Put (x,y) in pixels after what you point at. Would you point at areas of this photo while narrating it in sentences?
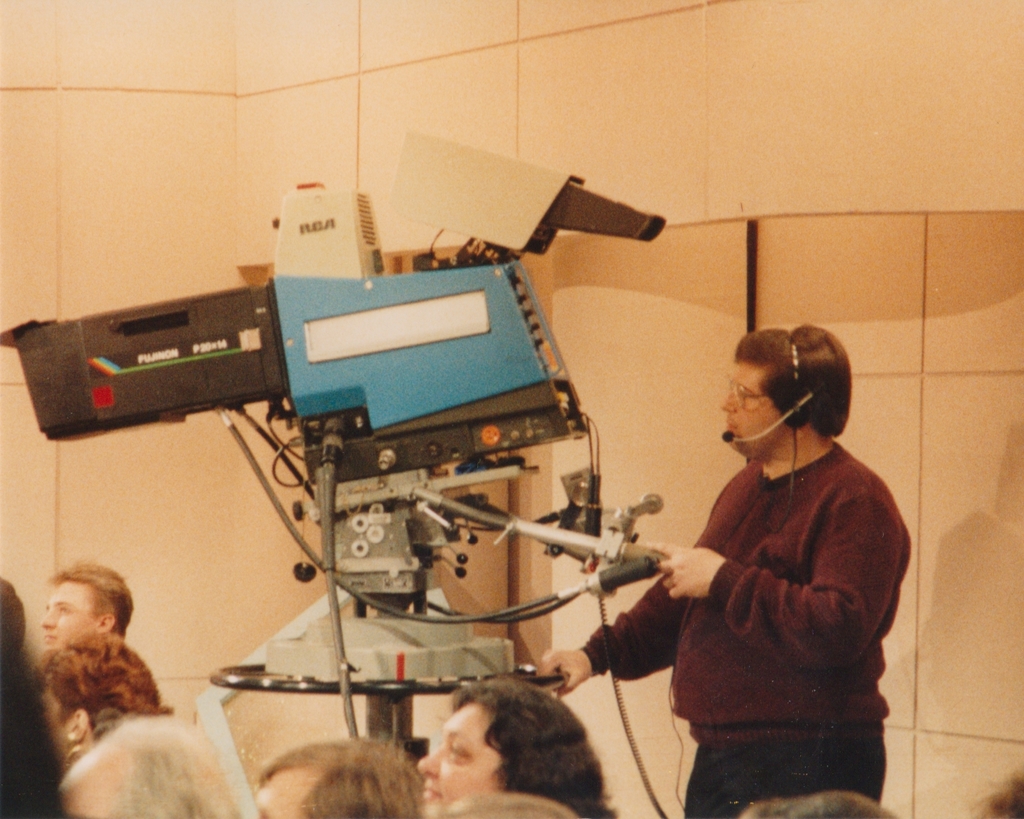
This is the picture of a room (848,80). On the right side of the image (801,444) there is a person (770,523) standing and holding the camera (404,511). At the bottom (98,698) there are group of people (111,692) sitting. At the back (269,157) there is a wall (261,106).
